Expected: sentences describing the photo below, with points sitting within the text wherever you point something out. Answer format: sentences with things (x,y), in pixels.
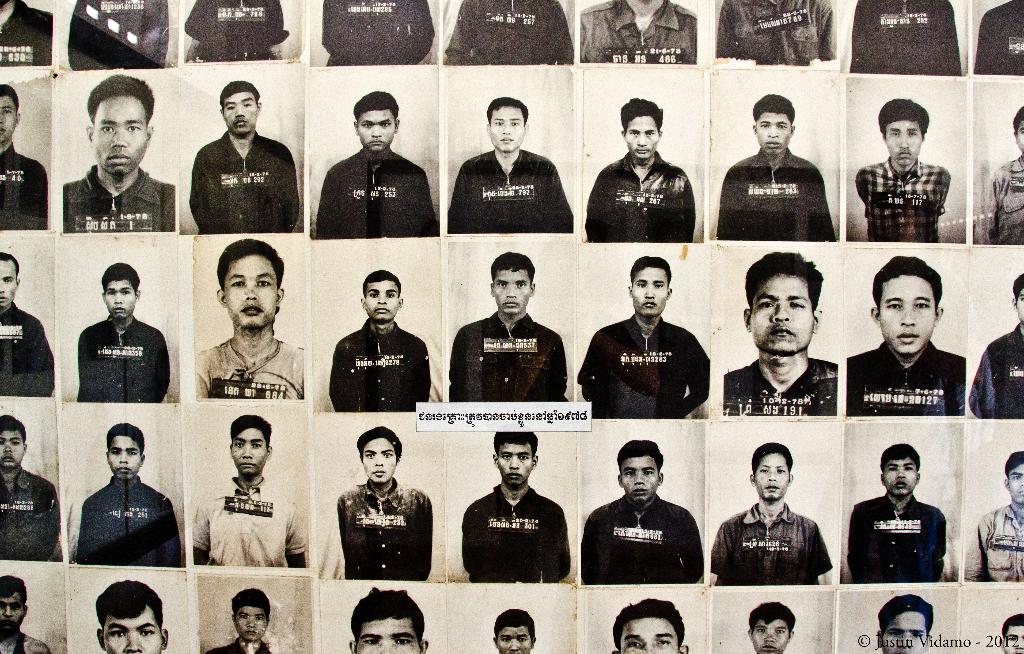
In this image I see the passport size photos (377,353) of people (826,383) and I see the watermark (965,645) over here.
